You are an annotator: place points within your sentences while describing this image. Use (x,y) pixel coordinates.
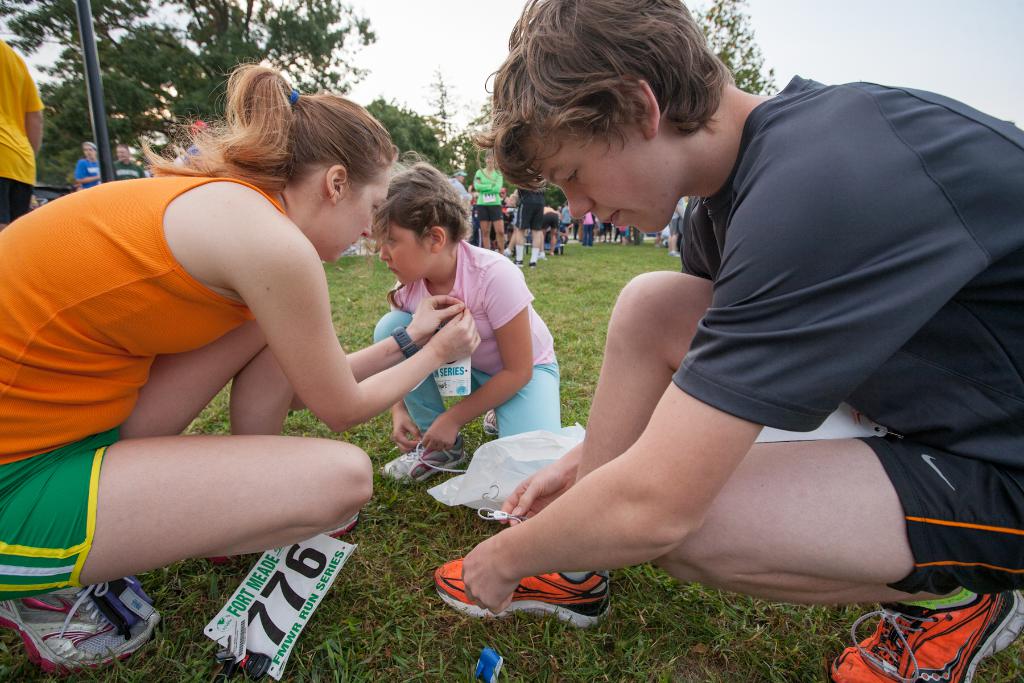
In this picture we can see three people (37,351) sitting like squat positions on the ground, here we can see a polythene cover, poster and in the background (96,29) we can see a group of people (18,195), pole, trees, sky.
